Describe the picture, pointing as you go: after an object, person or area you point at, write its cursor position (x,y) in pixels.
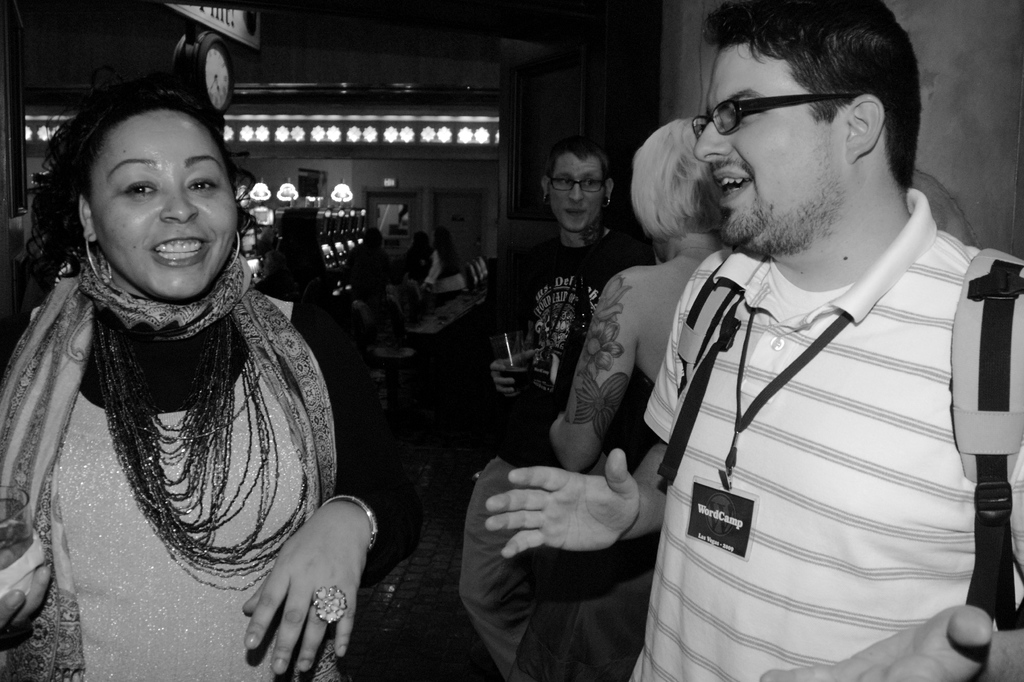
In this picture I see a woman (120,361) and a man (816,284) who are standing in front (304,424) and I see that this man (782,287) is wearing a bag (707,284). In the background (558,238) I see few more people (596,165) and I see the lights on the top (266,127) and I see that this is a black and white image.
